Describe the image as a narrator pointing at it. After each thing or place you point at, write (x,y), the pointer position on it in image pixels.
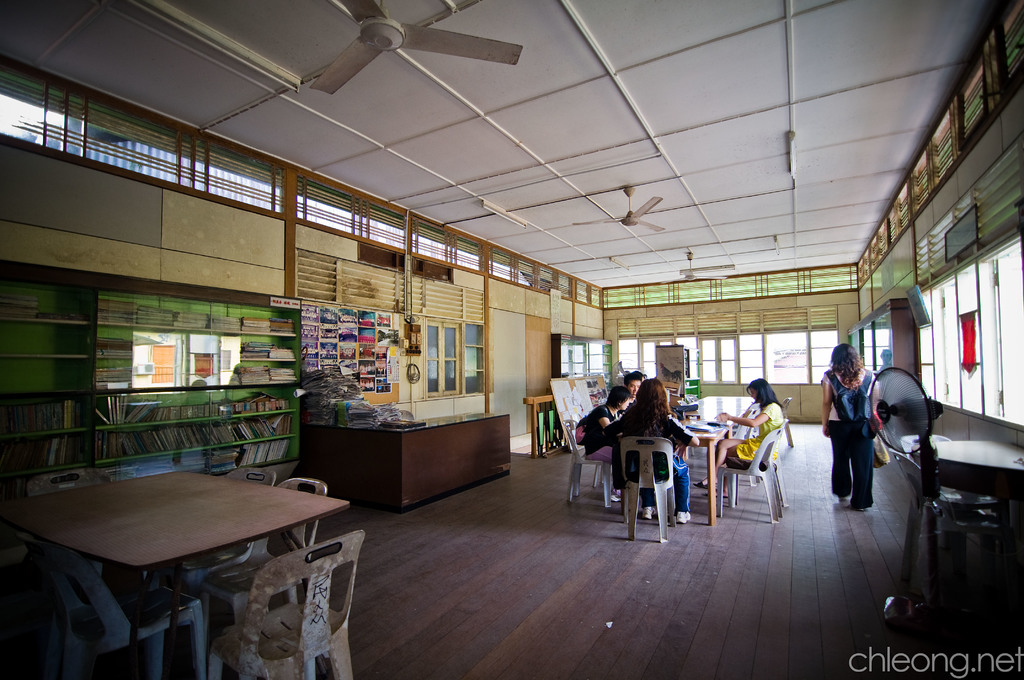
In the image we can see there are people (731,448) who are sitting on chair (643,451) and a woman (852,435) is standing.
